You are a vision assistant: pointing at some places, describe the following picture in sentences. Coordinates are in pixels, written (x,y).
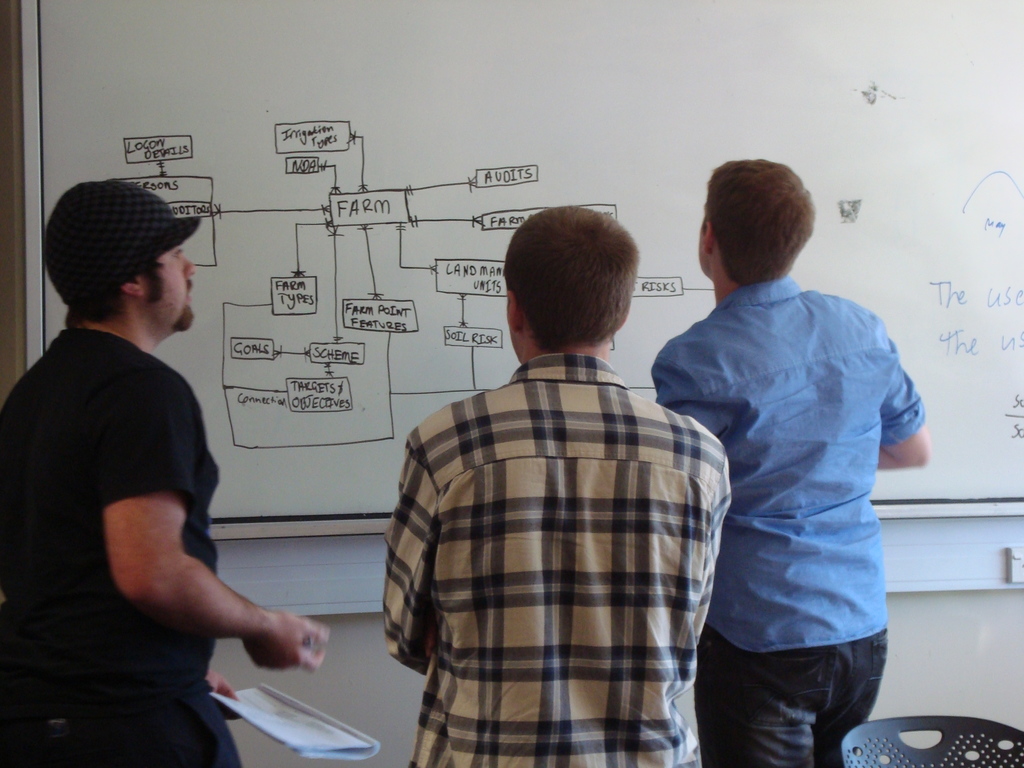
In this image I can see some people (466,486). In the background (424,285), I can see some text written on the whiteboard (480,87).
